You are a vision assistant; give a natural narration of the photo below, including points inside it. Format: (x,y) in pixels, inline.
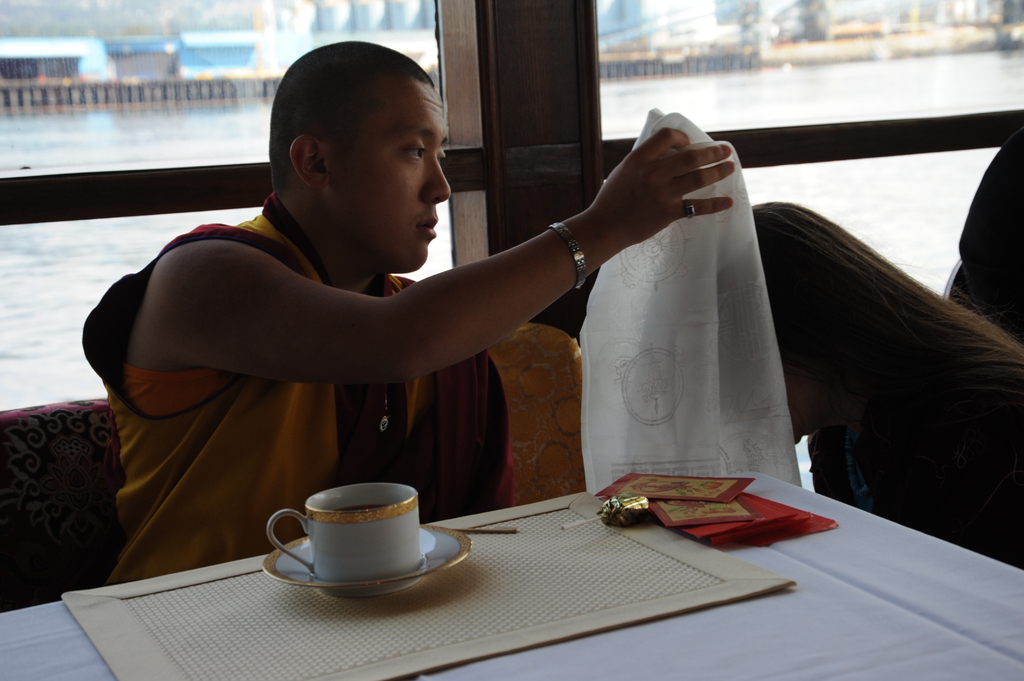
Here is the man (149,462) sitting on the couch (67,456) and holding a white color cloth (687,306). This is a table (775,642) covered with cloth (857,657). I can see cup (416,564) and saucer (429,572), cards (659,487) and red color object (686,526) placed on the table (785,652). At the right side of the image (806,428) I can see women (846,341) sitting. At background (724,105) this looks like a wooden window (539,129). I think this is the water (784,101).
